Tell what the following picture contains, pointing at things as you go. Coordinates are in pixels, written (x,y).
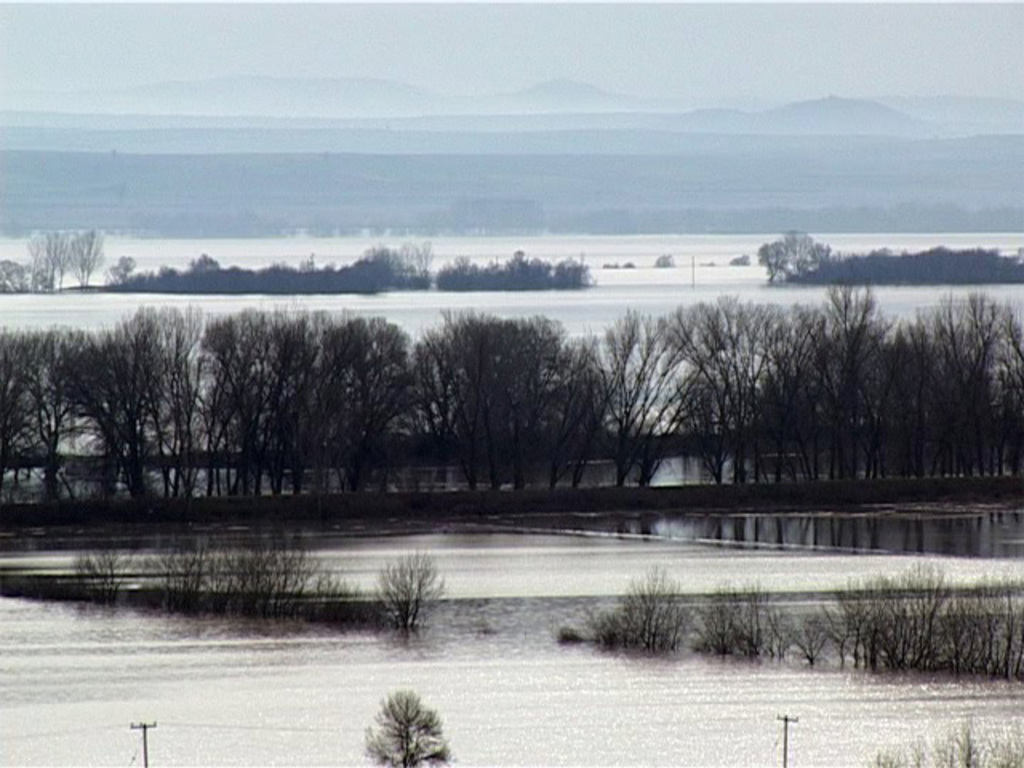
In this image I can see water (860,763), background (947,399) I can see trees (669,392), water (665,400) in white color, mountains (354,107) and the sky (473,79) is in white color.
